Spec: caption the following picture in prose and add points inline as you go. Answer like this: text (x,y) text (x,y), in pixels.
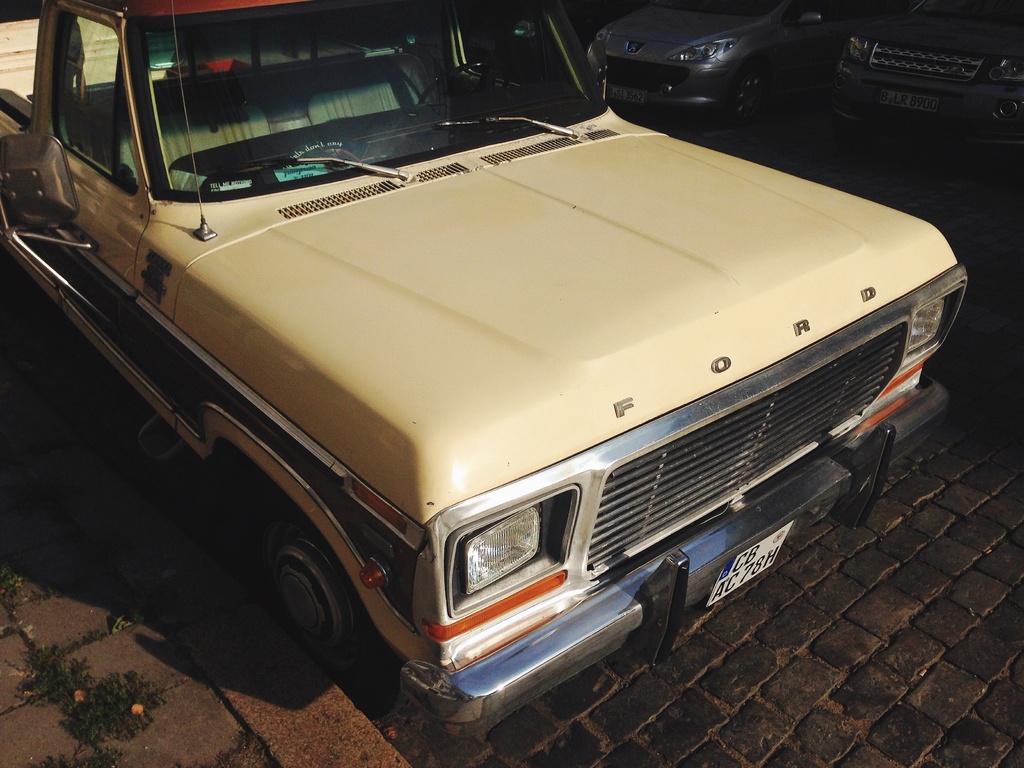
In this picture we can see car (666,196). On the top right corner (688,76) we can see another two cars (772,56) standing in the parking (961,157).
